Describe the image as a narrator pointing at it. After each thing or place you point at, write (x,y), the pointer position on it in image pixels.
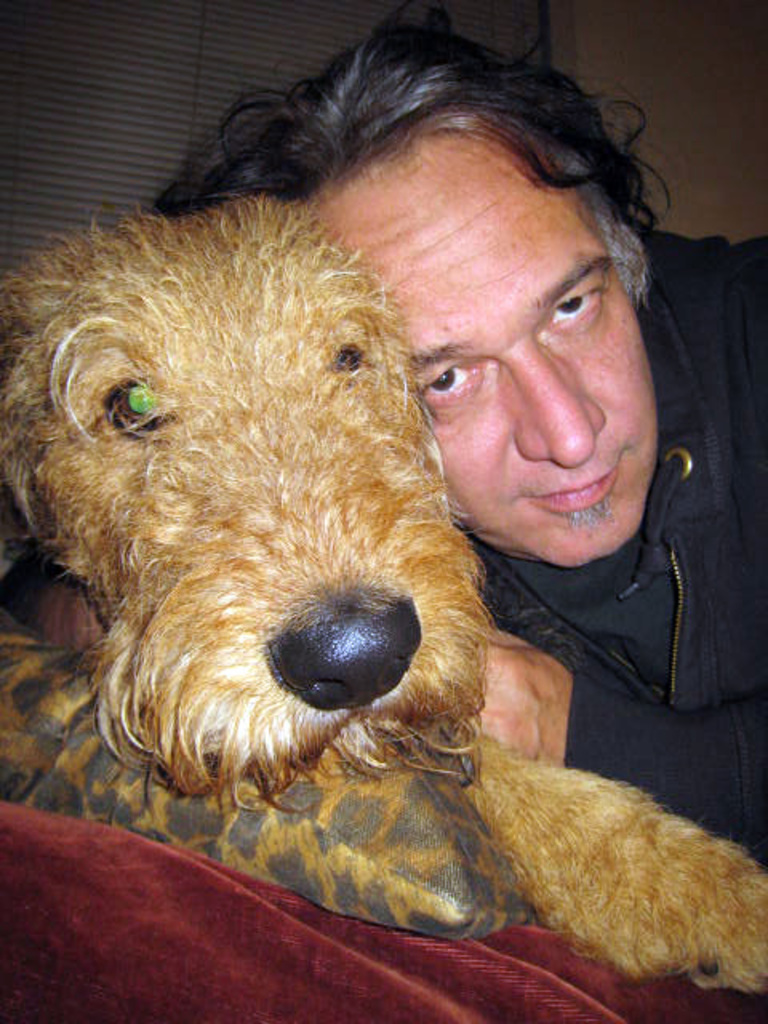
In the image we can see there are dog (393,752) sitting and he is resting his head (214,776) on the pillow (350,812). There is a man (566,576) sitting beside the dog (224,682).
